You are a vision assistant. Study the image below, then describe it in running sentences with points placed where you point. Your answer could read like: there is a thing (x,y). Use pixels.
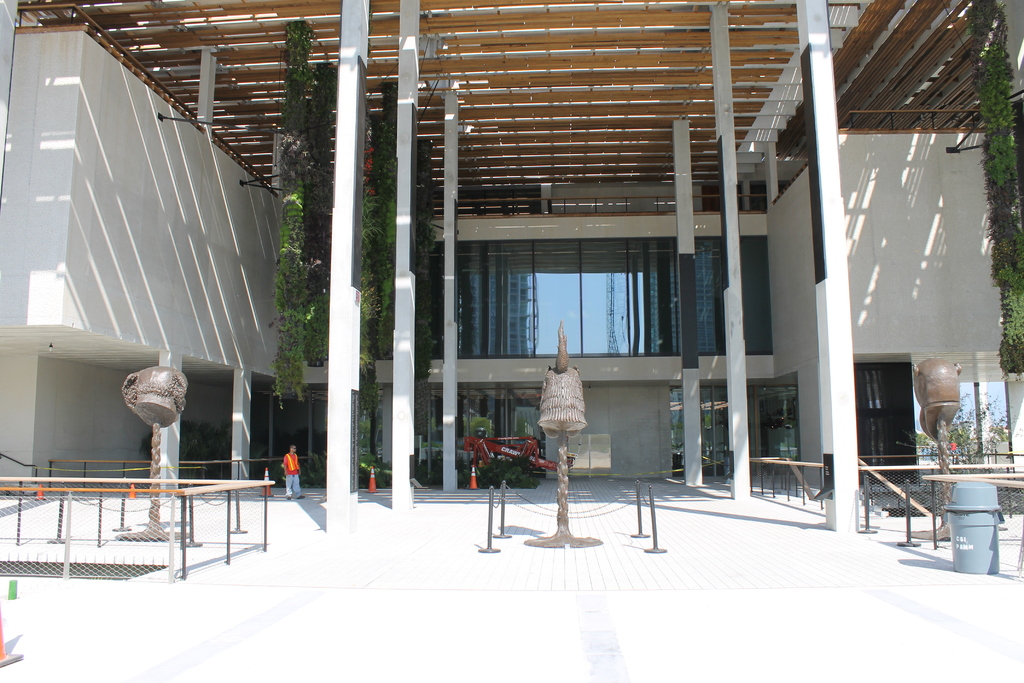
This is a picture of a building (515,324). In the foreground of the picture (805,492) there are sculptures (168,394), dustbin (960,507), pavement (378,617) and railing (1009,538). In the background (378,225) there are pillars (334,267), trees (485,471), person (294,481), vehicle (496,449), wall (958,204), windows (596,291).
